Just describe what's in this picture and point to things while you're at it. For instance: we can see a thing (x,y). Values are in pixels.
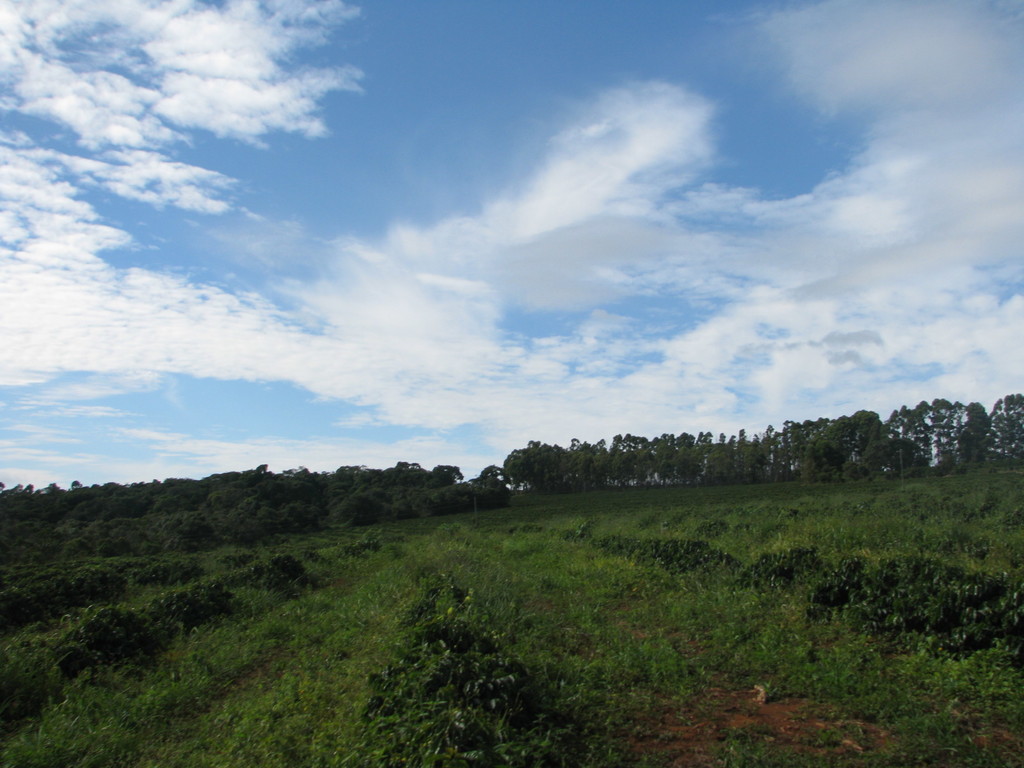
In this picture we can see few plants (495,535), trees (274,512) and clouds (399,344).
